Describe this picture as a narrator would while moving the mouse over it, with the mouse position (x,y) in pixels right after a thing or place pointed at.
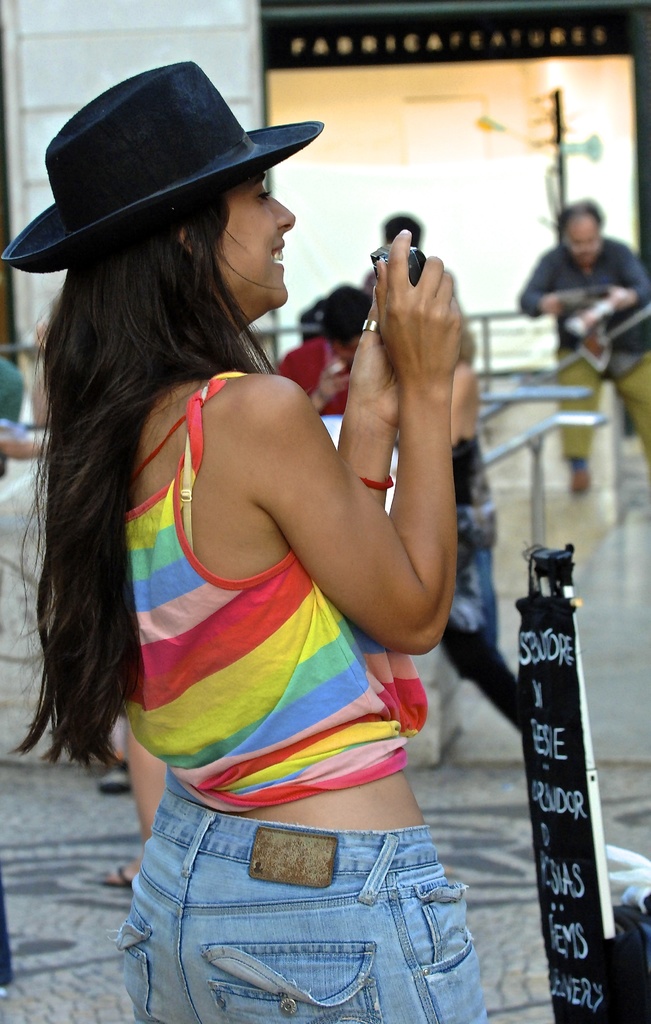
In this image there is a woman (217,281) with a hat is standing and holding a camera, and in the background (389,219) there is a board (533,607), group of people (485,619), house (10,299), iron rods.
